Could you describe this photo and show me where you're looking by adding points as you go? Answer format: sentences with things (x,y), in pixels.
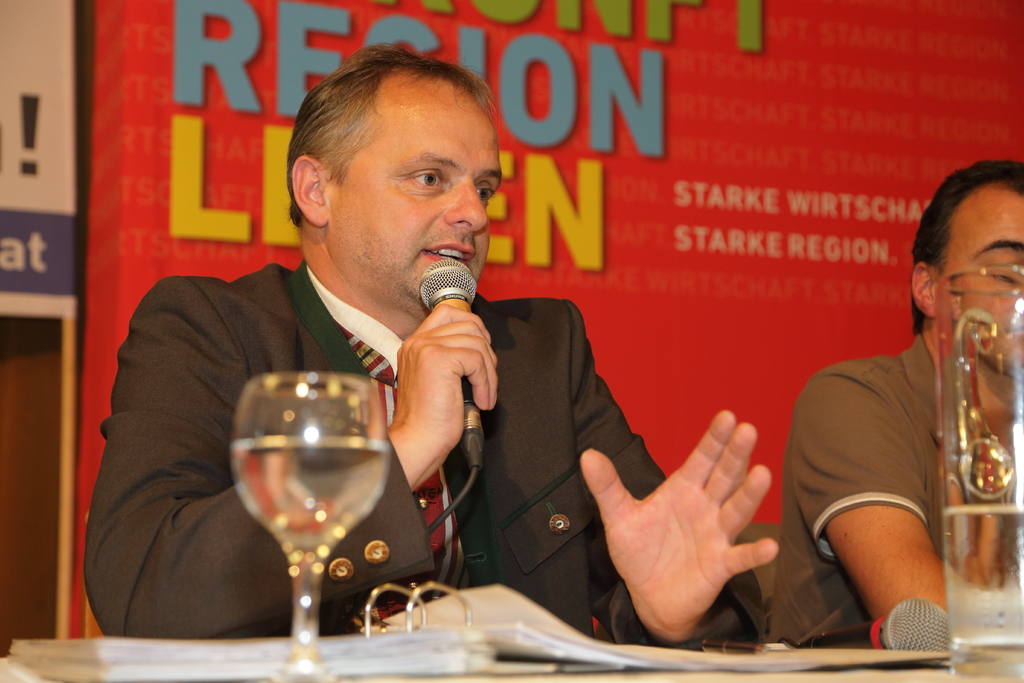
In the picture we can see a person (216,449) wearing suit (481,502) sitting and holding microphone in his hands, on right side of the picture (884,398) there is another person (884,486) sitting and there are some glasses (1002,627), file (540,647), microphone (877,627) on table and in the background (297,41) there is red color sheet (594,140).
